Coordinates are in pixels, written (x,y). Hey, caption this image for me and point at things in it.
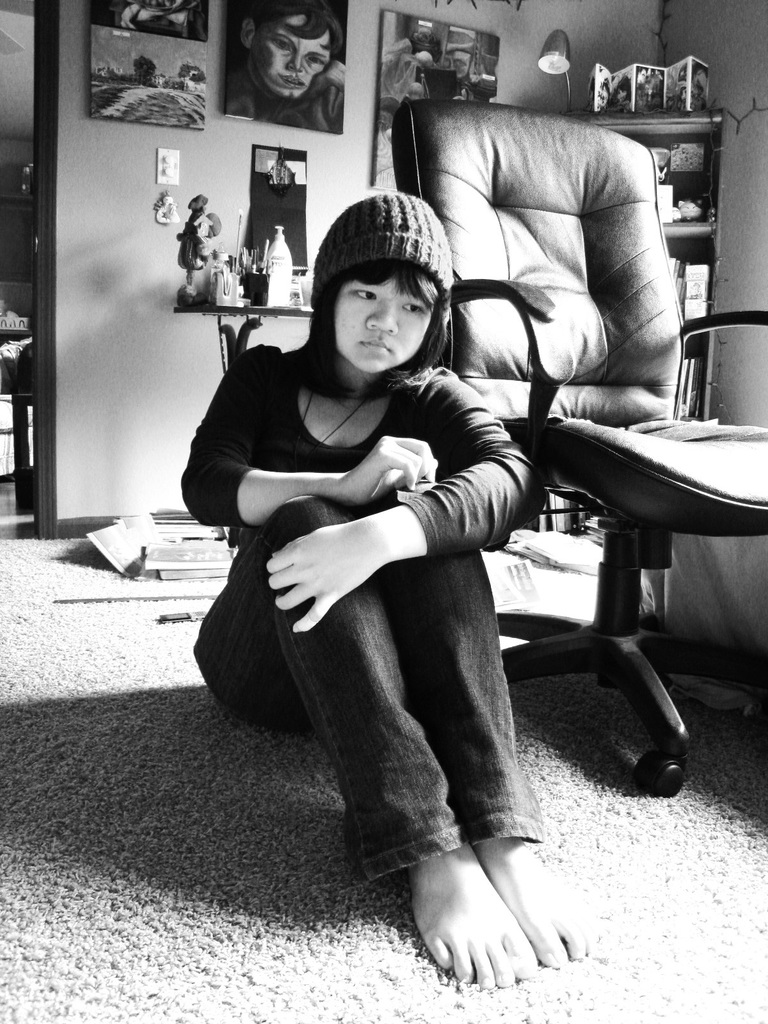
In this image I can see a person (279,541) is sitting on the floor (130,892). To the right (581,330) there is a chair (591,282). In the back (401,56) there are some frames (402,45) attached to the wall (110,278).
